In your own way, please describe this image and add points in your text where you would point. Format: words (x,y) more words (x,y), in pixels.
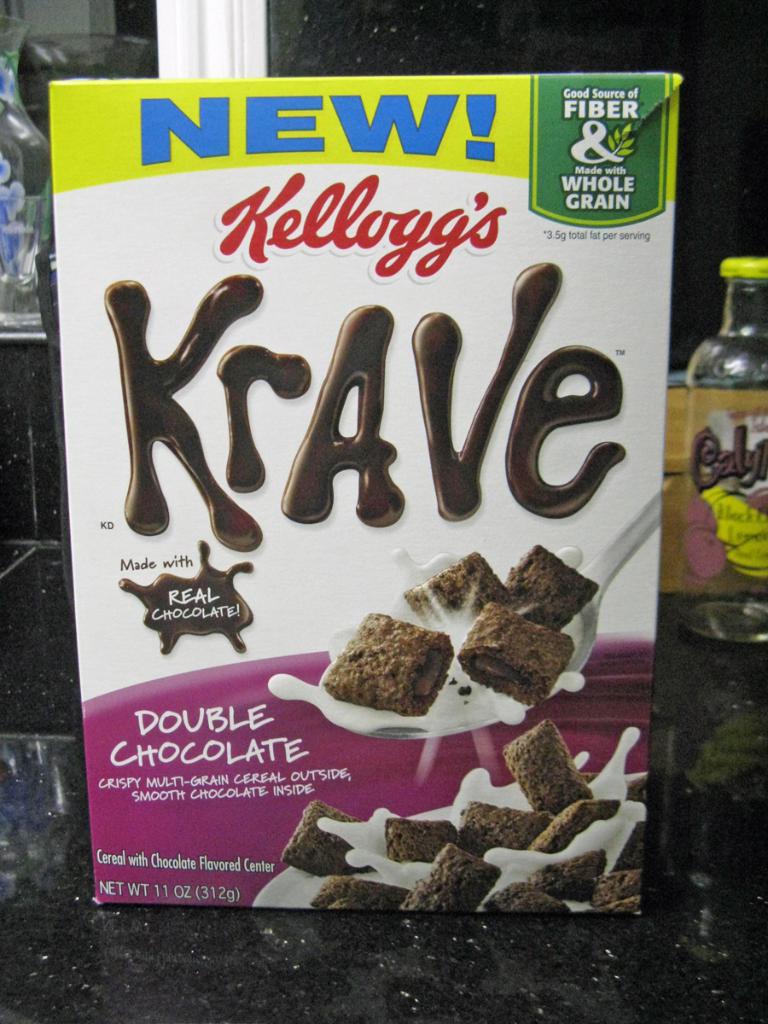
In this picture a box (520,220) which is named as new kellogg's krave double chocolate is placed on a black table (260,931) and in the background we observe a blue color glass bottle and there is also a glass window (51,35) in the background (58,29).
